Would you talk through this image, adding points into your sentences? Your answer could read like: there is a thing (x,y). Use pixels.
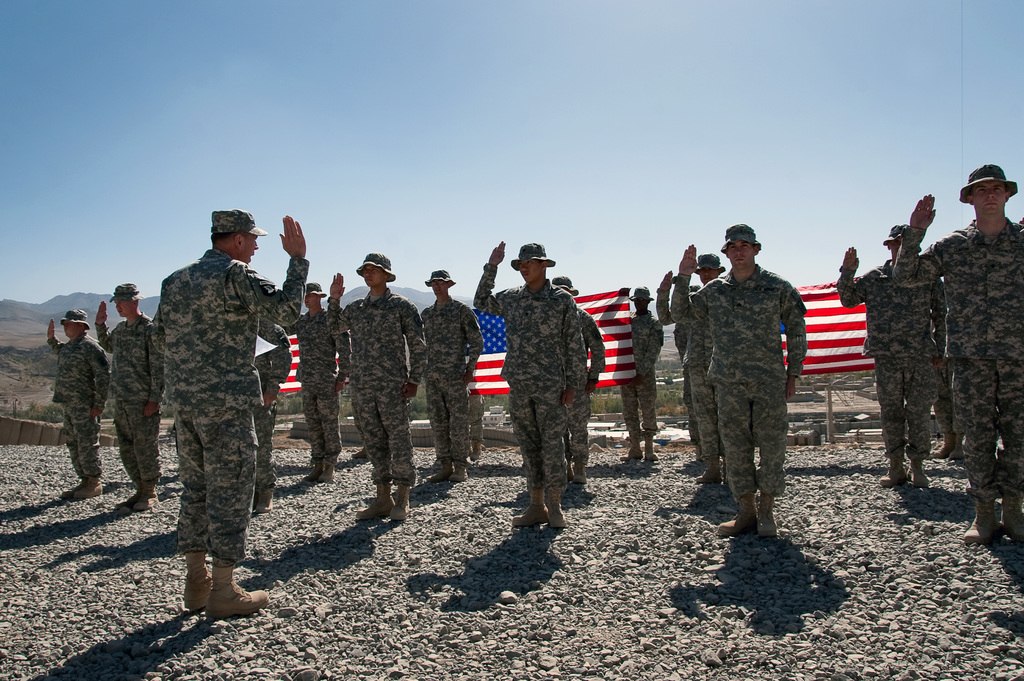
In the image I can see the stones (390,529). I can see people (310,434) wearing clothes (390,290). I can see caps (383,268) on their heads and the sky (660,208) is clear.
